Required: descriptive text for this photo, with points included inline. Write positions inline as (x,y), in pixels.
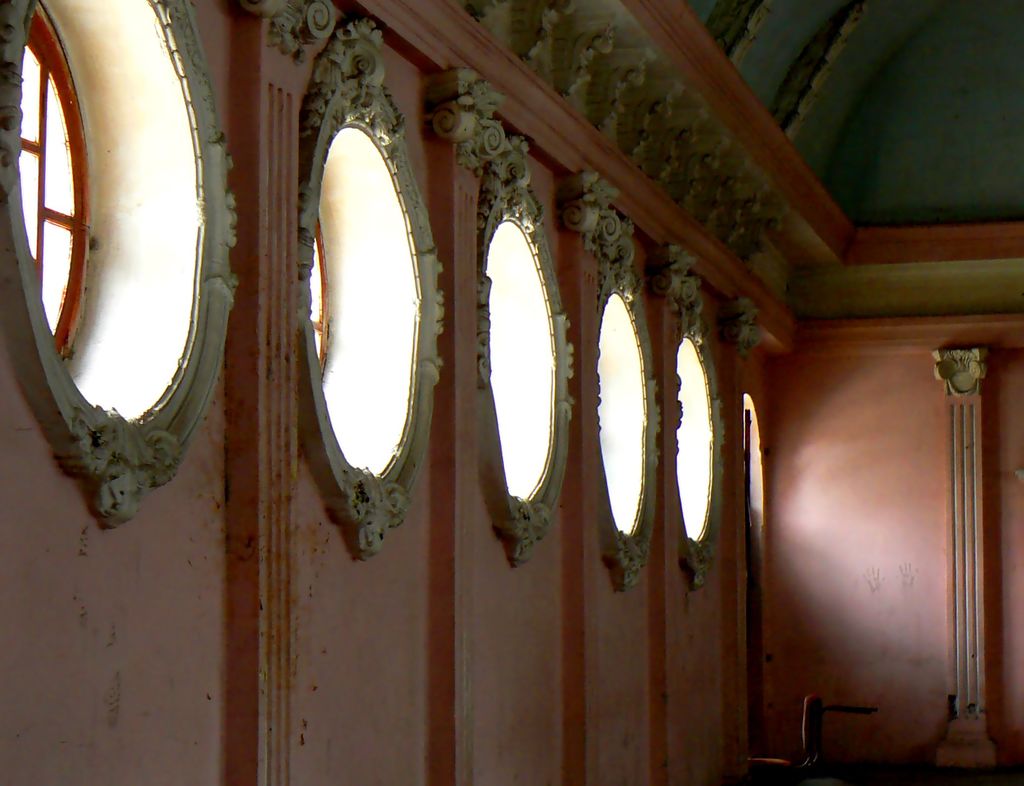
In this image we can see the wall (552,636), windows (126,304), and pillars (963,634).
